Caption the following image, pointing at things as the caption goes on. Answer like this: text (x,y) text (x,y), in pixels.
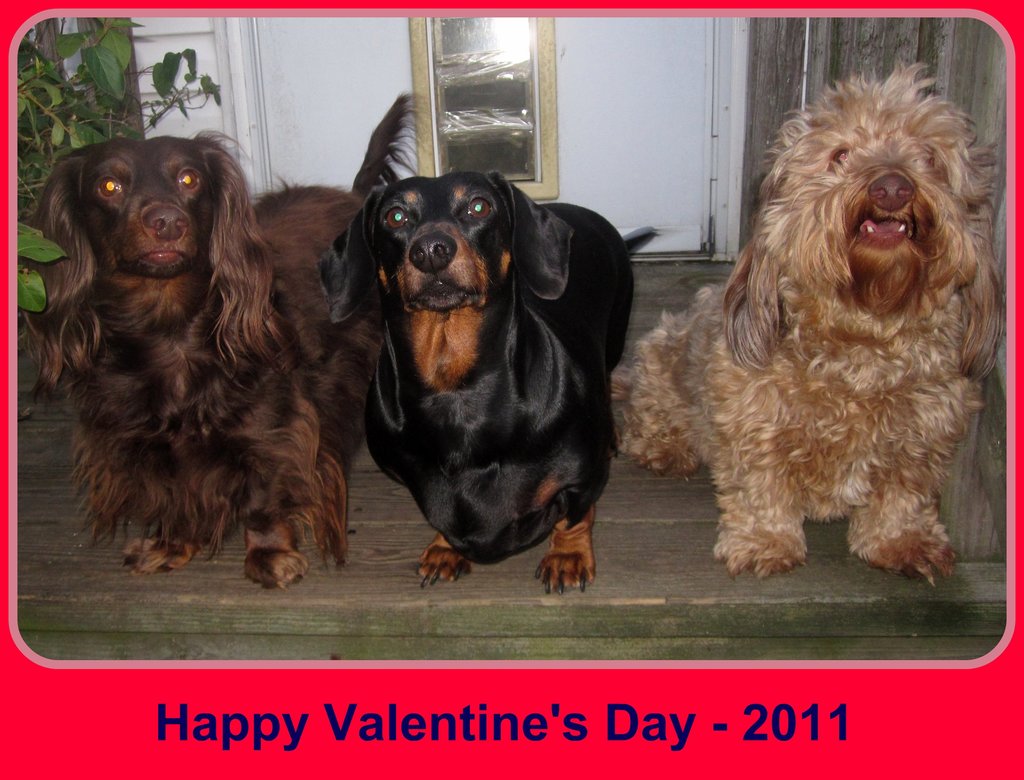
In this picture I can see few dogs (360,340) on the wooden surface (652,586) and the image has borders (221,720) with some text (193,721).
